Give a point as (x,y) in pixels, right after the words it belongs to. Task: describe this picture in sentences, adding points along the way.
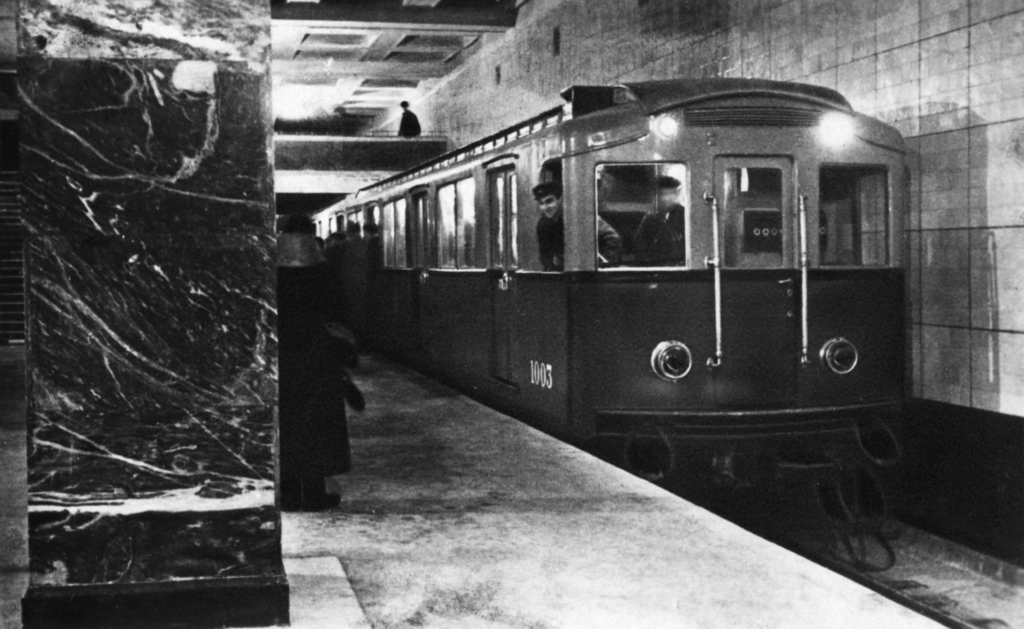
This picture is in black and white. Here, we see a train (513,264) moving on the tracks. The man (561,264) in black uniform (561,241) is riding the train (800,397). Beside the train (561,270), we see people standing on the platform (363,375). On the left side (208,196), we see a pillar (139,357). On the right side (918,186), we see a wall (918,186).
